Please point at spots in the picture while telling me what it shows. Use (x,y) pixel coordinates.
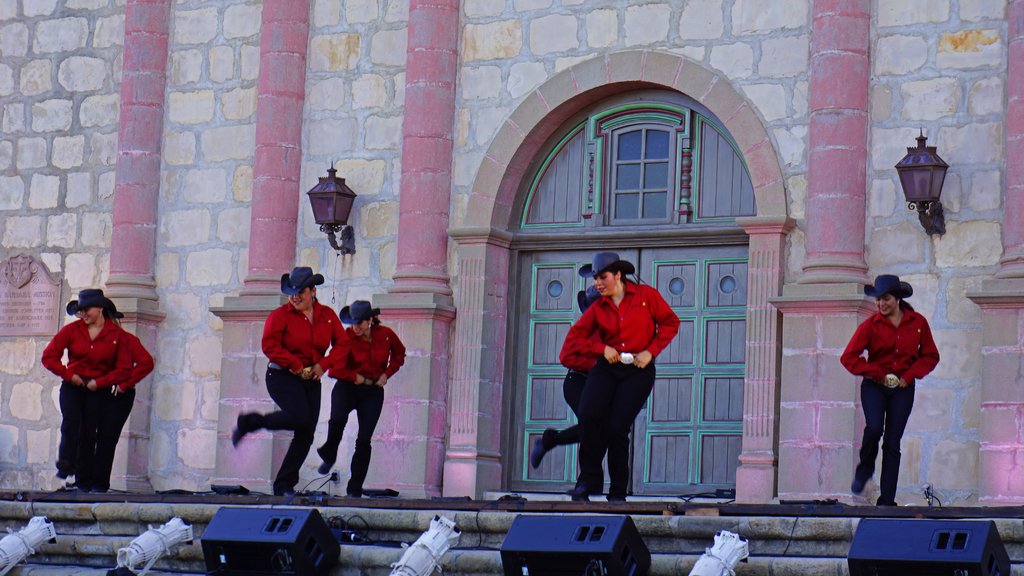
In this image we can see a group of people (898,397) standing on the stage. At the bottom of the image (277,570) we can see some lights (730,574) and speakers (973,567) placed on the ground (34,574). In the background (621,218), we can see doors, pillars (797,335), a board (9,311) with some text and some lights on the wall (327,155).
